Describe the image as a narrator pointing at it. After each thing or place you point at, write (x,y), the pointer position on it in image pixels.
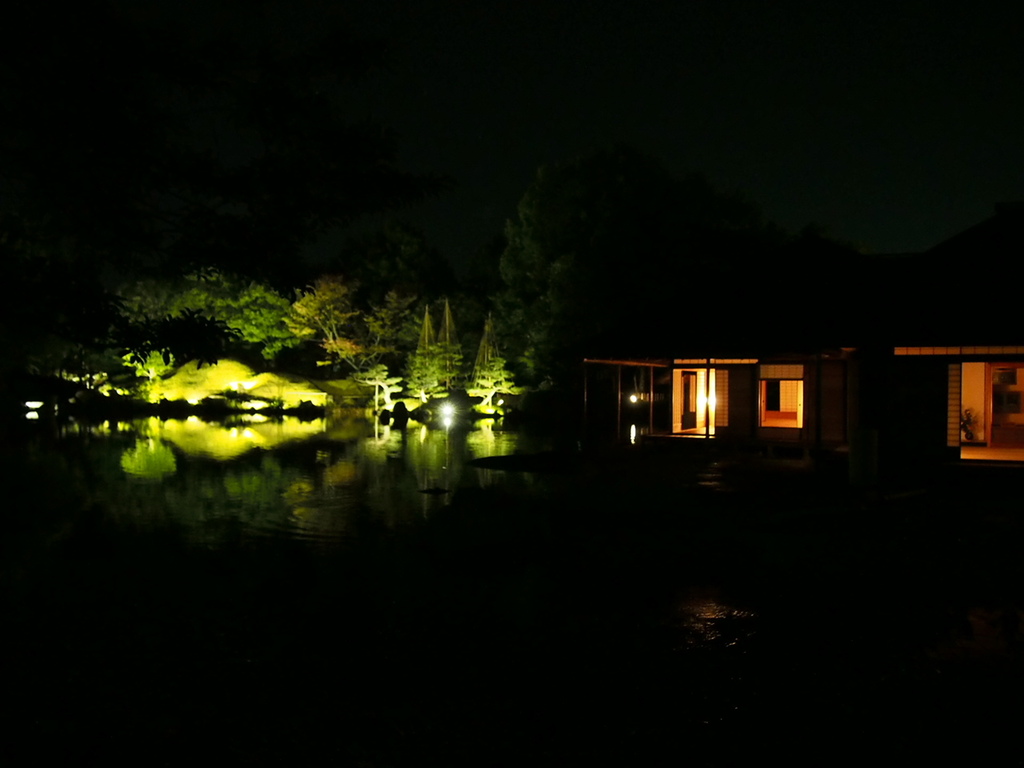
In this image we can see a building (1023,448), lights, a group of trees (516,395), a water body (668,591) and the sky (755,10).
